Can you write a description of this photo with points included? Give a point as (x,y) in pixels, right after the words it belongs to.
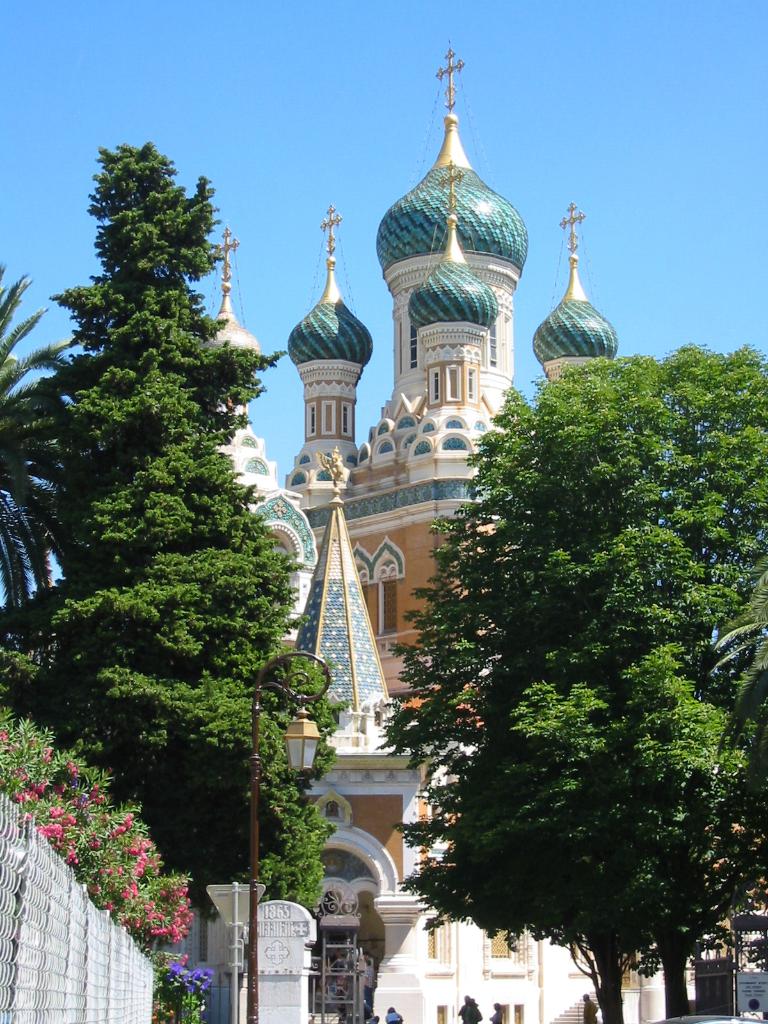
In the center of the image (336,536) we can see a building (413,400), trees (244,611), poles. At the bottom of the image (363,1002) we can see some persons (372,1012), stairs (582,1018), windows (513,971), door (707,990), wall (474,965), plants (165,912), flowers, board (242,905), pole (231,1014), light (309,757). At the top of the image (396,87) we can see the sky (413,56).
